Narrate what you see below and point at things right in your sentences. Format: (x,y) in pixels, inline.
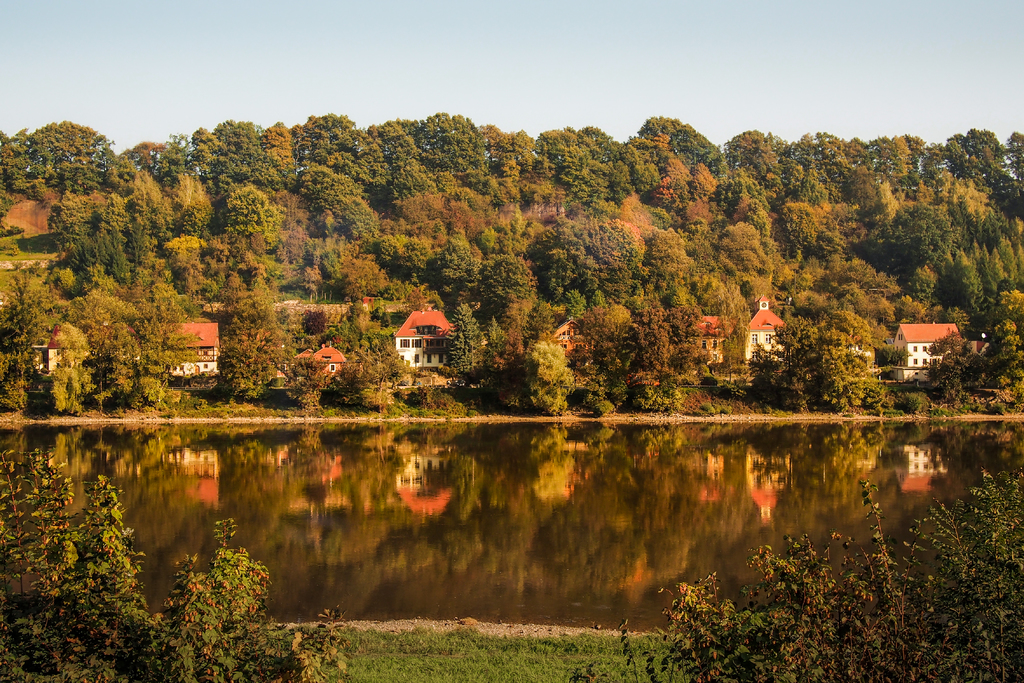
In this image we can see there are houses (764,327), trees (452,242), grass (502,646) and water (568,437). And there is the sky (636,65) in the background (558,68).
